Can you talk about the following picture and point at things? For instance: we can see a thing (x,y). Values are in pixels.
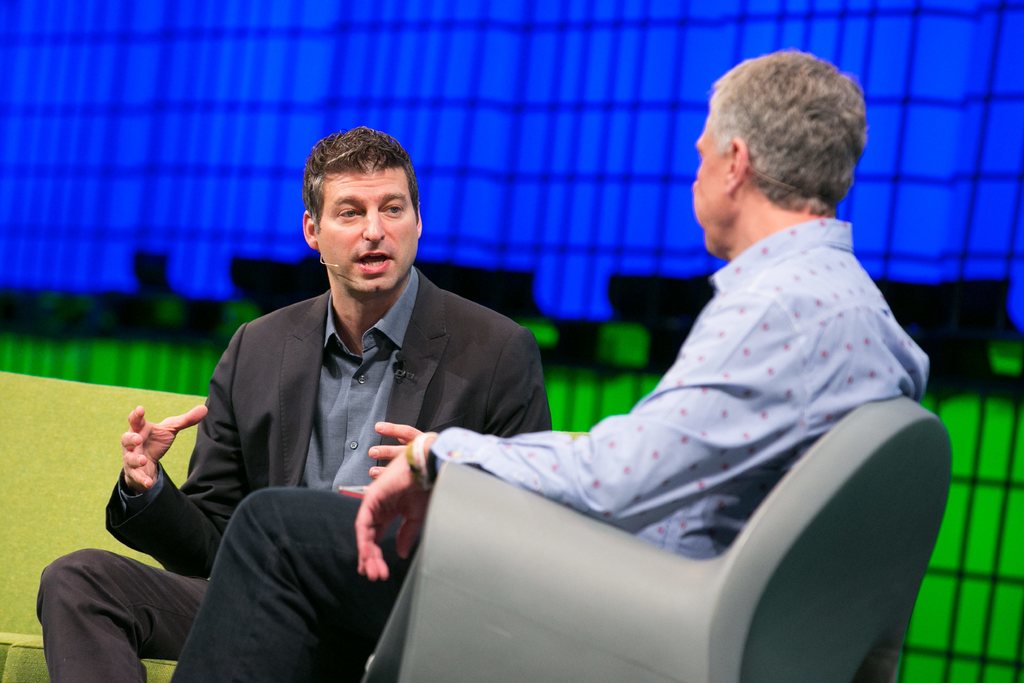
In this image there are two persons (509,378) sitting on a sofa (64,514), in the background (590,242) there is a wall (567,283).
